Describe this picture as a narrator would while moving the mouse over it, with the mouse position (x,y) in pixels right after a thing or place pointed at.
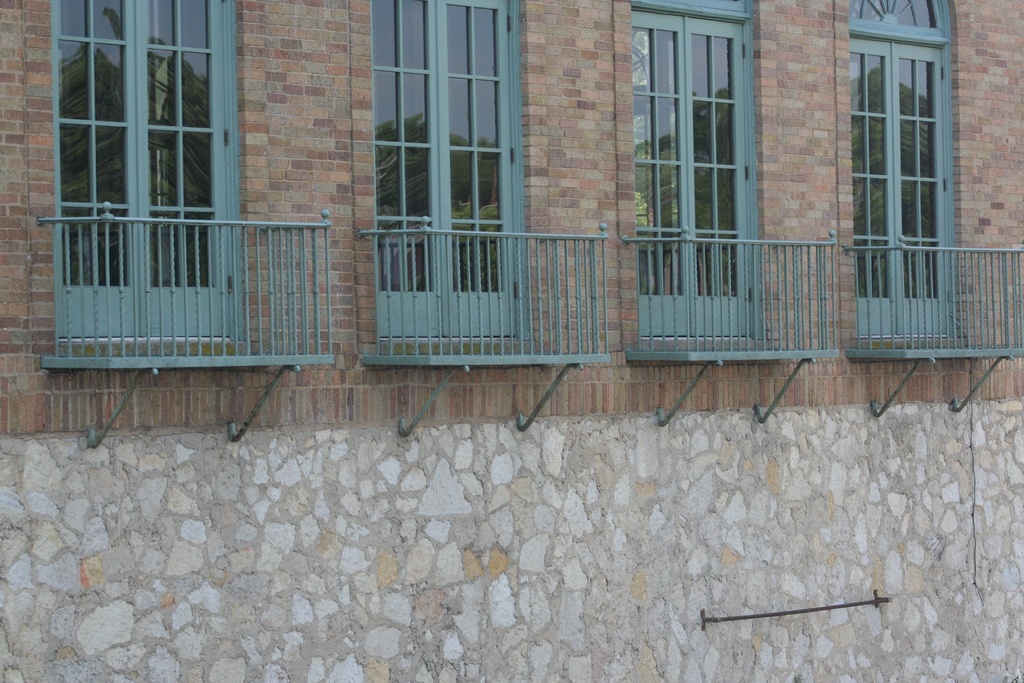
In this image I can see there are glass doors (672,284) to this wall (656,466).
